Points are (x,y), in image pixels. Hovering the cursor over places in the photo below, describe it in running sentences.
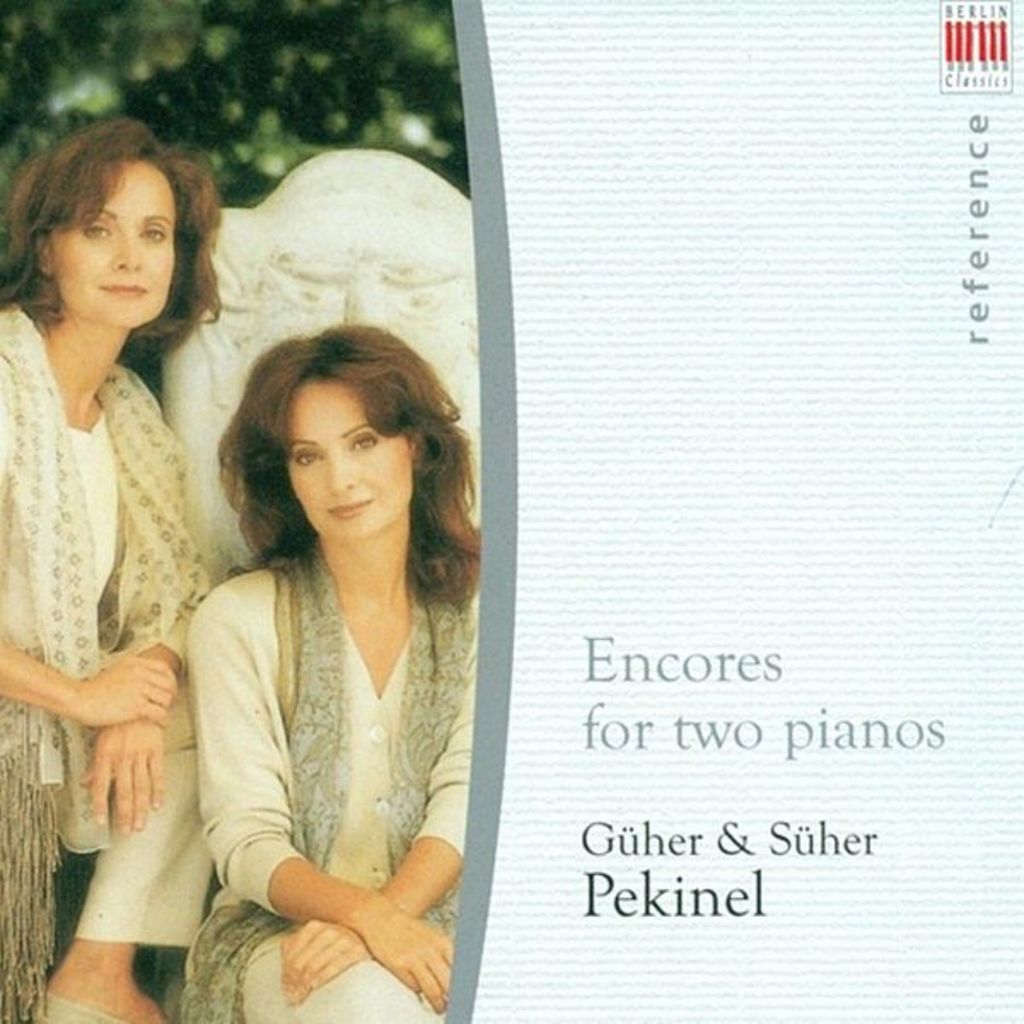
In this image I can see two women (263,685) and I can see both of them are wearing white dress (204,613). In the background (194,138) I can see green colour and I can see this image is little bit blurry from background (280,116). On right side of this image (1002,17) I can see something is written.
